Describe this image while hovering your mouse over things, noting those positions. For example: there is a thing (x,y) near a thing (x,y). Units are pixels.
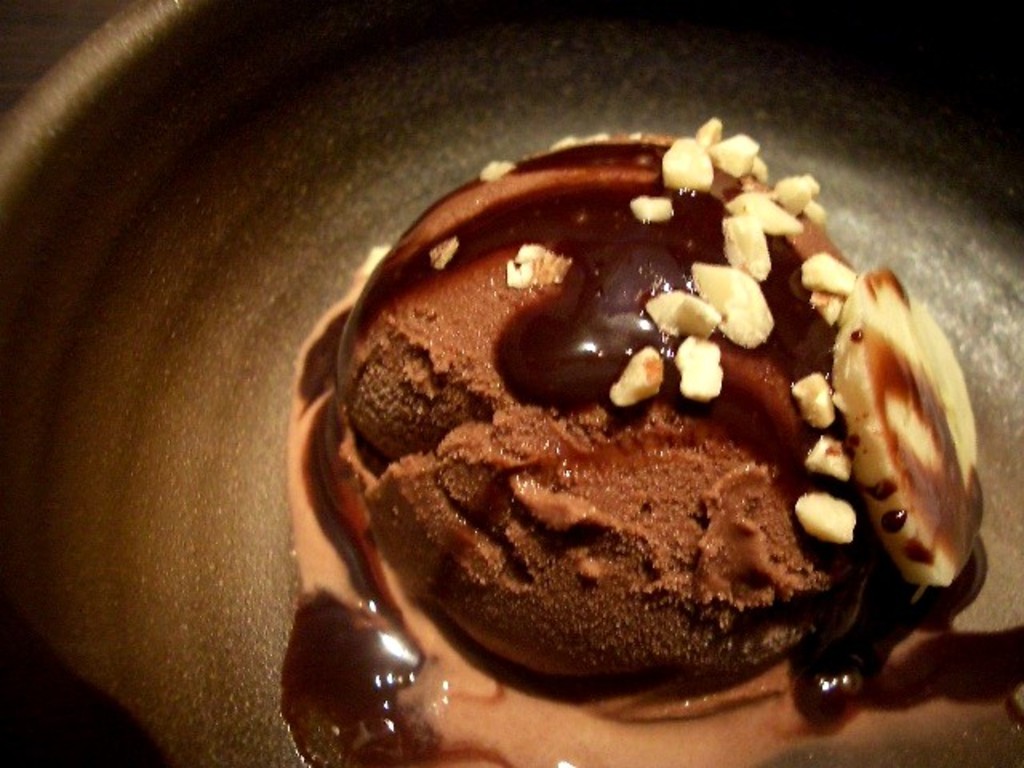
In this picture I can see the chocolate dessert (542,298) in a black plate (159,232).
